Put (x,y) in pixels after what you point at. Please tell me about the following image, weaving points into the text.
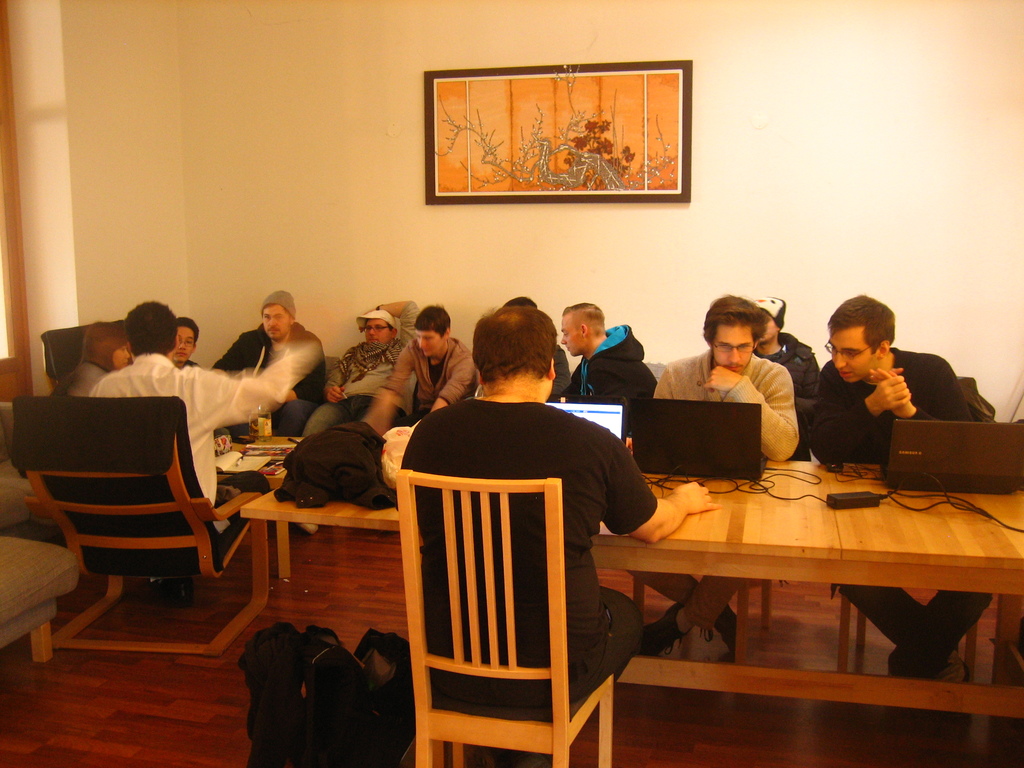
In the middle of the image (608,483) a man (535,319) is sitting on a chair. Bottom right side of the image (854,522) there is a table (863,573), On the table (945,508) there is a laptop (938,452). At the top of the image (512,25) there is a wall (749,25), On the wall (406,118) there is a frame (662,155). In the middle of the image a few people (566,335) are sitting. Bottom of the image (333,633) there is a bag (355,691).
